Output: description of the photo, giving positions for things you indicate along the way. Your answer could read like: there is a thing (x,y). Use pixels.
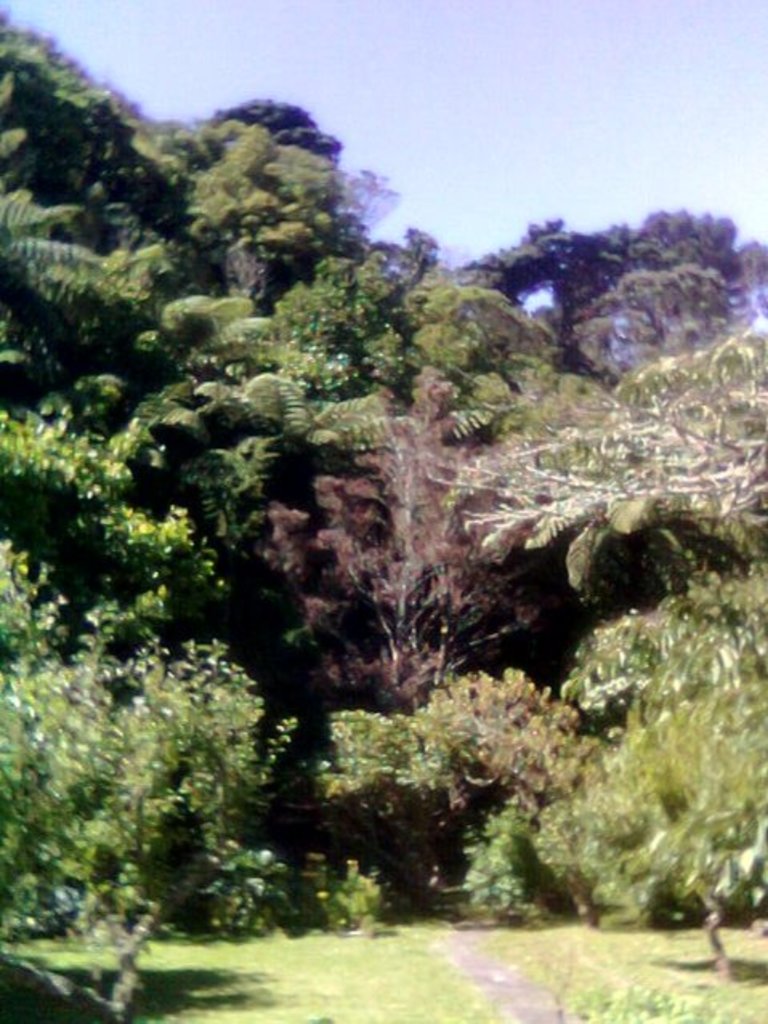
In this picture I can see the grass (403,931) in front (382,996) and in the middle of this picture (456,441) I can see number of trees (339,494). In the background (184,70) I can see the sky (397,99).
